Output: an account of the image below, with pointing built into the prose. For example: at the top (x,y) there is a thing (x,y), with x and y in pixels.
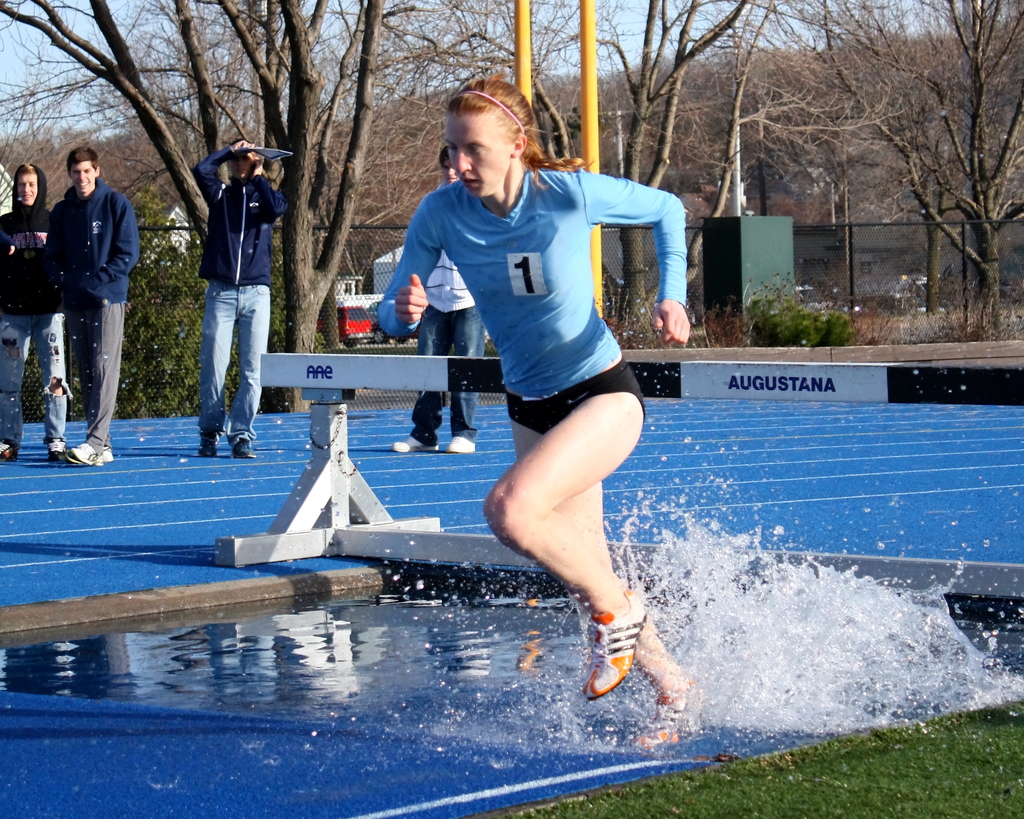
A woman (510,317) is running on the water surface (716,649), in the background (330,519) there is a iron rod (725,374) and four people (451,296) are standing and there are trees (834,111).
